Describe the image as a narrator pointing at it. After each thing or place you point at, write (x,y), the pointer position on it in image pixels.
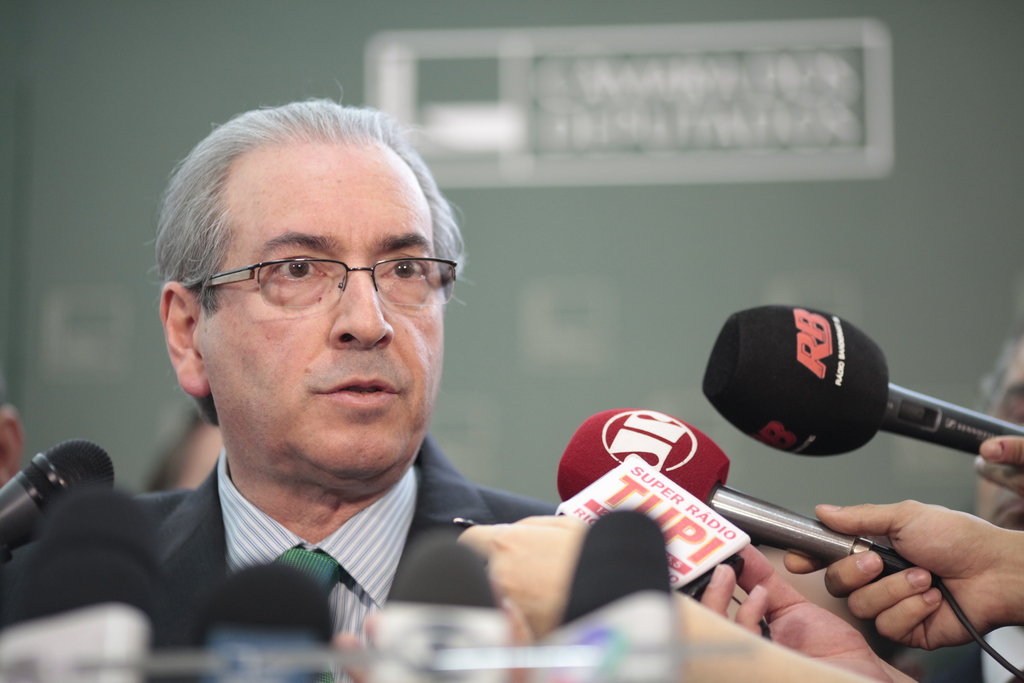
In this picture there is a old man (276,376) wearing black color coat (413,543) with specs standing to talk with media (877,679). In the front (412,549) there are many microphones (633,491). Behind there is a grey color wall (0,165).
